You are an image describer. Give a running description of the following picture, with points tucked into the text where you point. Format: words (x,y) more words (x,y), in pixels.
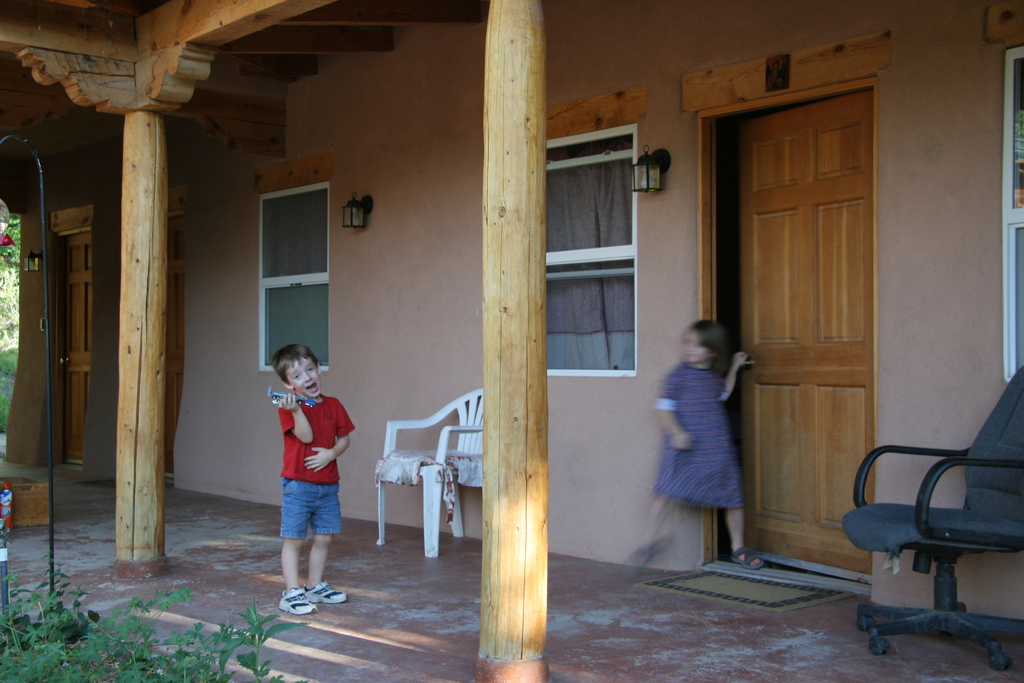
In this image, There is a floor of brown color (464,591) and there are two poles (509,586) made of wood (513,244) which in yellow color, In the middle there is a boy (314,445) standing and holding some object (310,403) in his hand (284,400), In the right side (951,562) there is a chair (996,480) in black color, And there is a door (833,328) in yellow color and a girl (714,400) standing beside the door (780,272).
